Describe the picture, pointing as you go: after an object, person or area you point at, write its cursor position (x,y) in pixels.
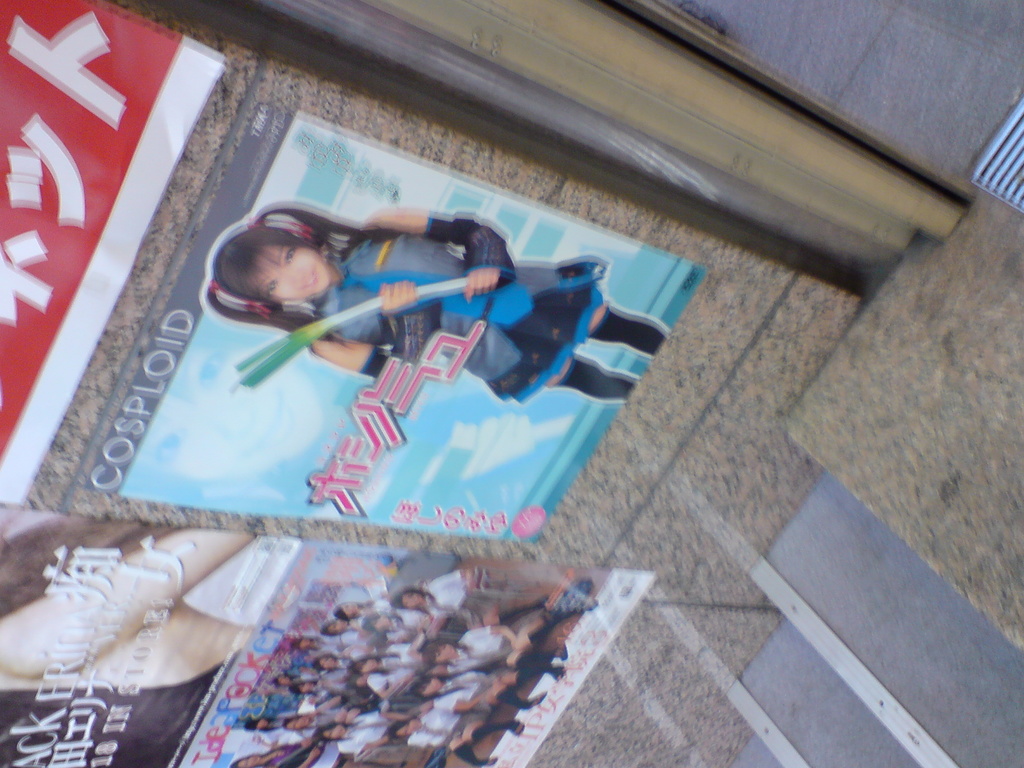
In this image, we can see posters (503,495) on the wall (736,471). On the right side of the image (921,615), we can see stairs (887,662) and floor (992,205). On these posters (312,671), we can see people (351,637) and text (328,498).
